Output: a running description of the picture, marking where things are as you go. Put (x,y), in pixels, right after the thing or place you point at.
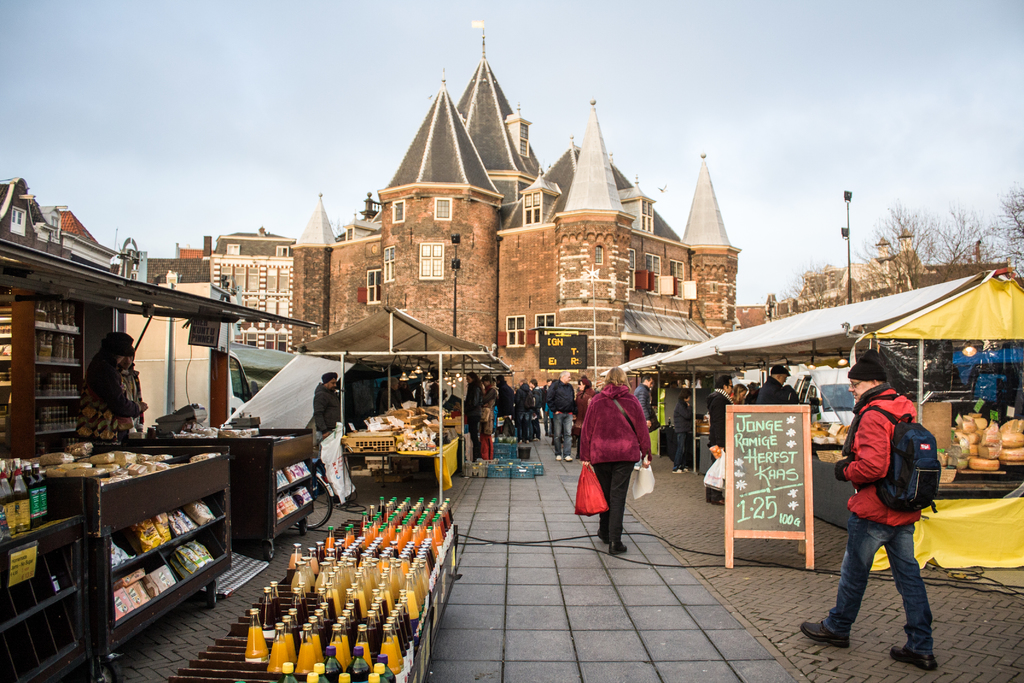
In this image there are few persons (616,453) standing on the floor (662,513). Right side (906,418) there is a person (888,514) wearing a red jacket (851,504) is carrying a bag (897,479) and he is walking on the floor (984,641). There is a person (621,518) holding bags (599,494) in his hand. There are few stalls (842,426) having few objects (830,432) in it. There are few persons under the tents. Bottom there are few bottles (396,630) kept in the trays (424,556). Background (288,300) there are few buildings (581,272). Right side (1013,235) there are few trees (920,252). Top of the image (883,100) there is sky (836,81).
